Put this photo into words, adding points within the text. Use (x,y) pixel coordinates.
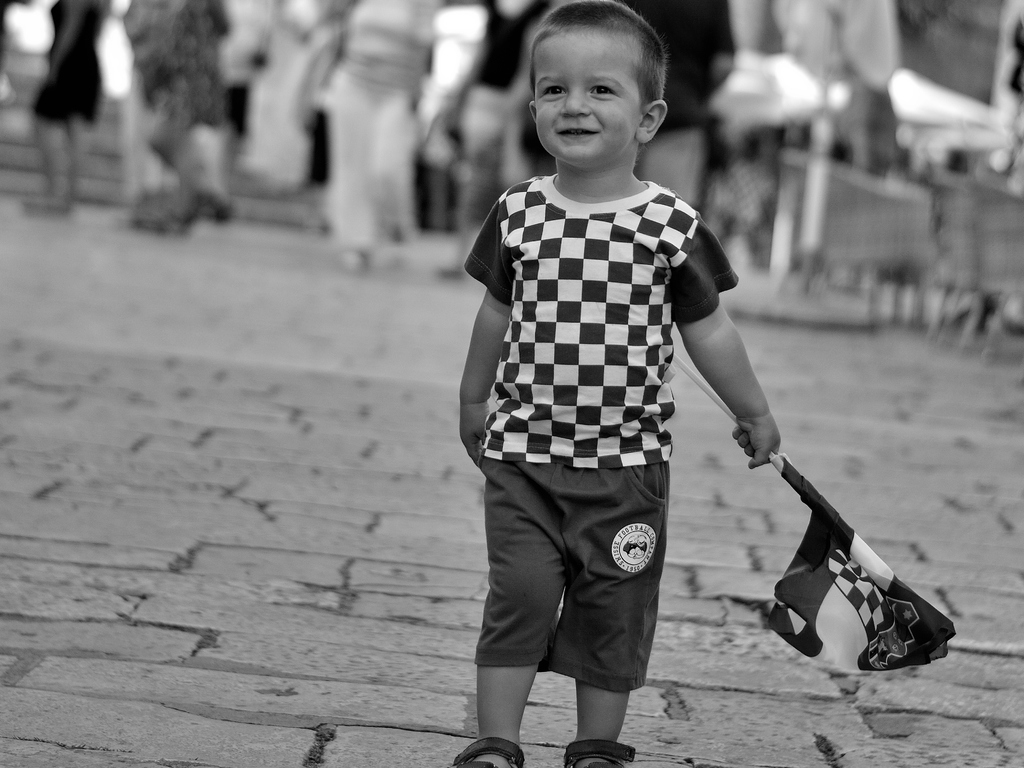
In this image, we can see a kid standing and he is holding a flag (896,654), in the background (150,152) there are some people (181,108) walking.
